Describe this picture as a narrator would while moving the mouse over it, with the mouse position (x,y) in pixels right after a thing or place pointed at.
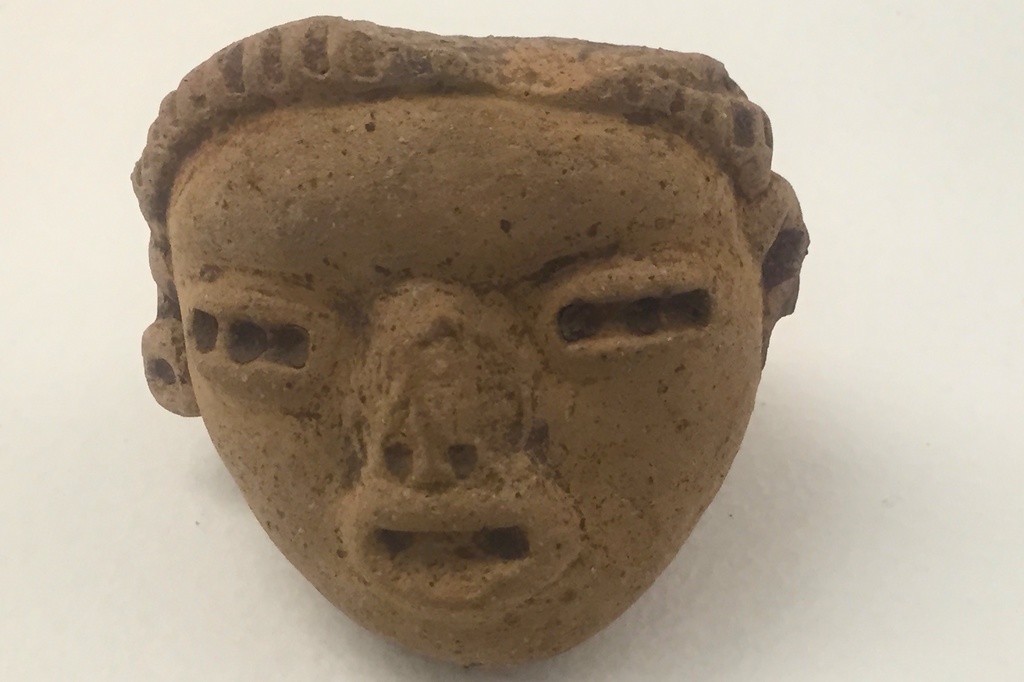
In this picture we can see a face sculpture (468,345) in the front (391,232), it looks like a wall (860,408) in the background (829,308).
